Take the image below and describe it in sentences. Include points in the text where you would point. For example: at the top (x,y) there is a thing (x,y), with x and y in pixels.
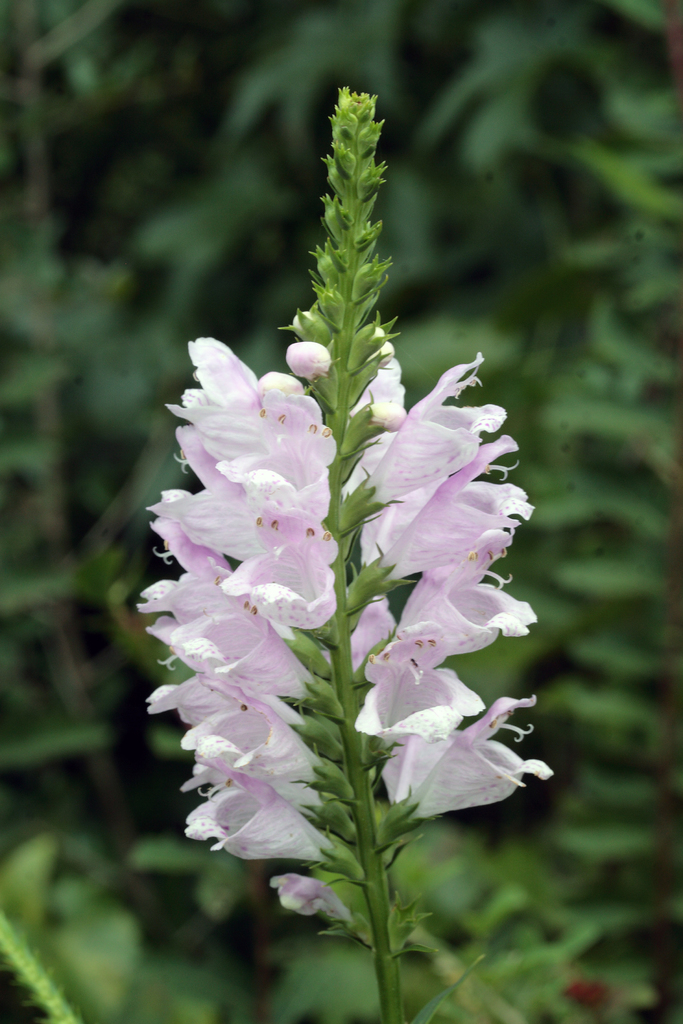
In this picture there is a flower plant (216,660) in the center of the image (257,365) and there are other plants (209,306) in the background area of the image (114,183).
